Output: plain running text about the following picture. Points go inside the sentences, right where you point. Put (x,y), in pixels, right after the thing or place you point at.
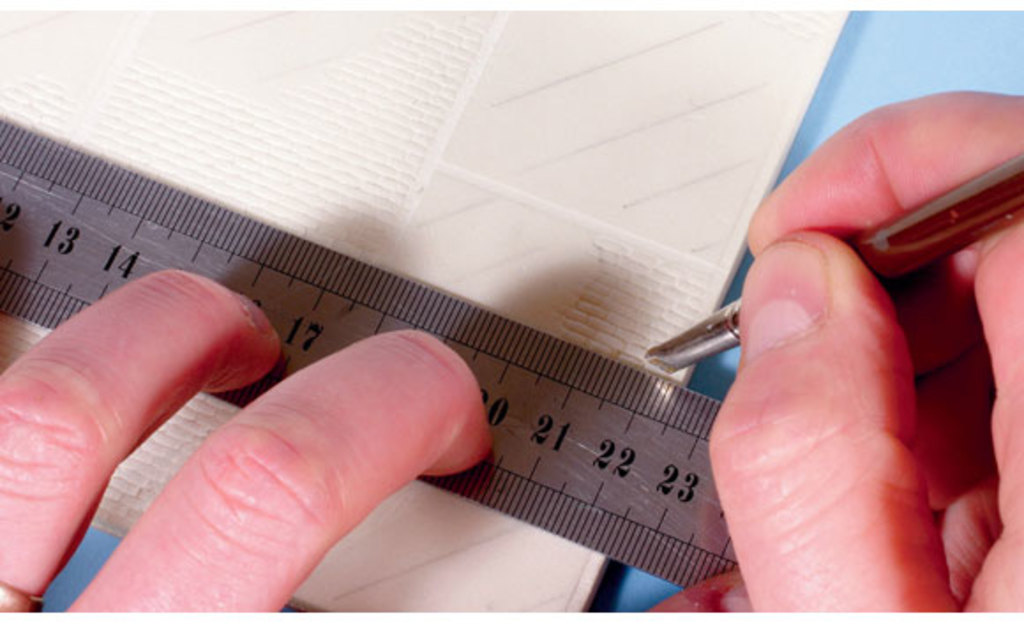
In this image, we can see human hand fingers (793,434) holding some object (897,250). Here there is a measuring scale (680,495) on the white object (520,264). Here we can see blue color.
